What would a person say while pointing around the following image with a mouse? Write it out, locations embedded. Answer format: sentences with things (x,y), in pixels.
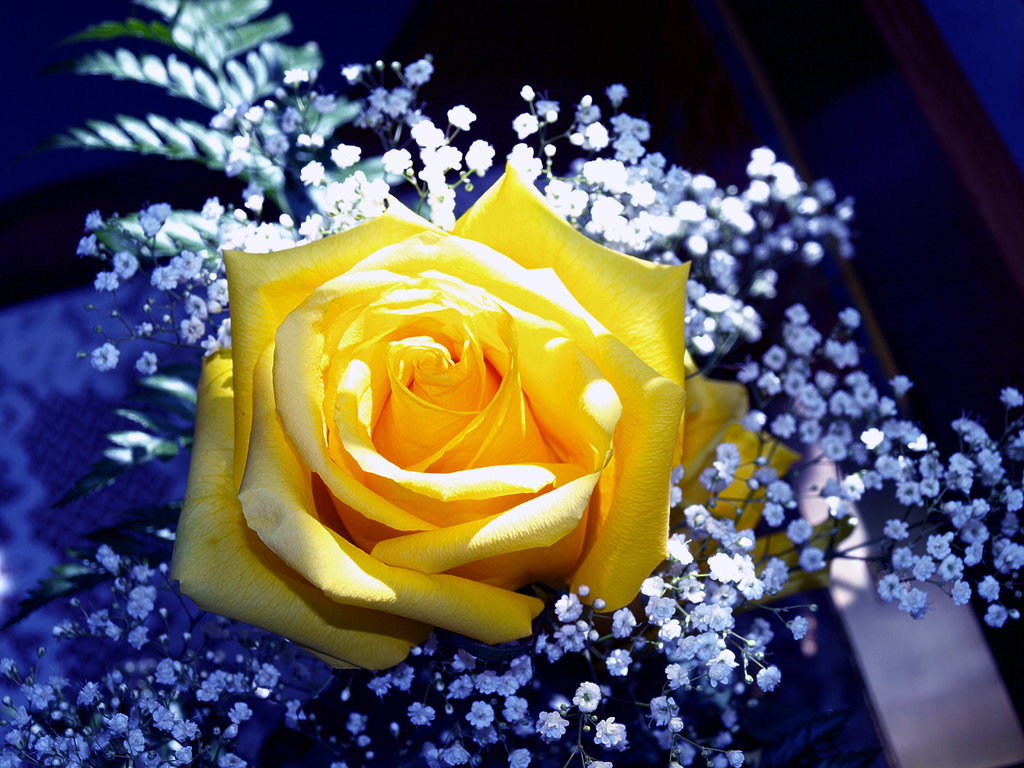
In the center of the image (468,294) there is a yellow color rose (459,403) and other flowers (177,717).
